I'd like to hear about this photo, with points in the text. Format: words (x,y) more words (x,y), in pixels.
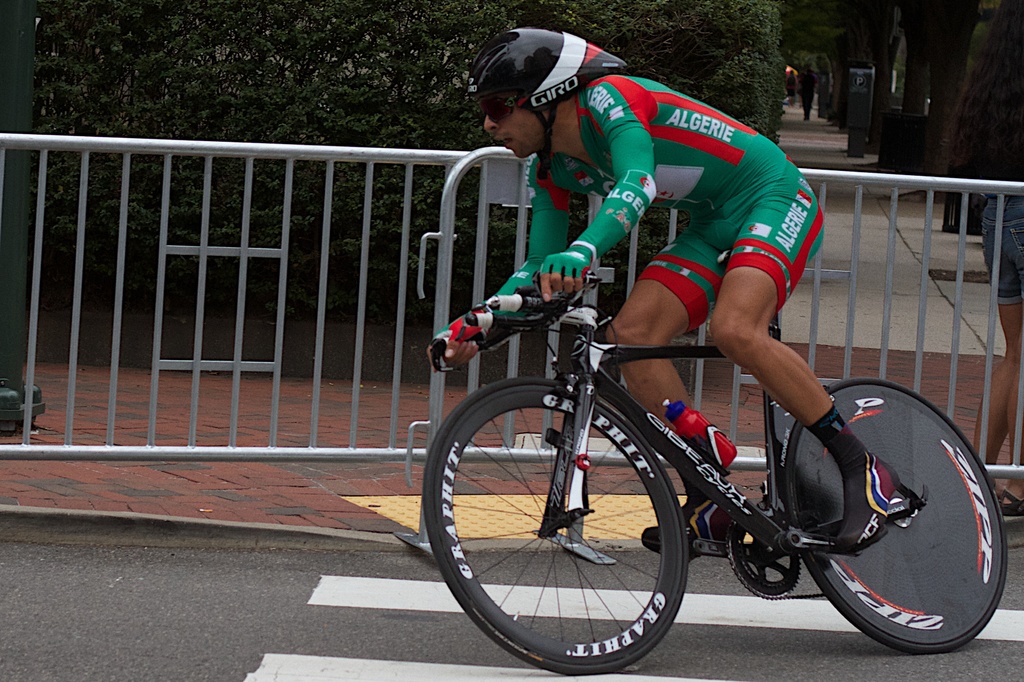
In this image we can see a man (726,201) is cycling on the road (100,620). Behind the man (570,193), we can see a fence (418,290), pavement (296,397), plants (683,49), dustbin (917,125), people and trees (889,81). We can see a woman (990,125) on the right side of the image (1007,114). We can see a pole (30,153) on the left side of the image (21,272).
